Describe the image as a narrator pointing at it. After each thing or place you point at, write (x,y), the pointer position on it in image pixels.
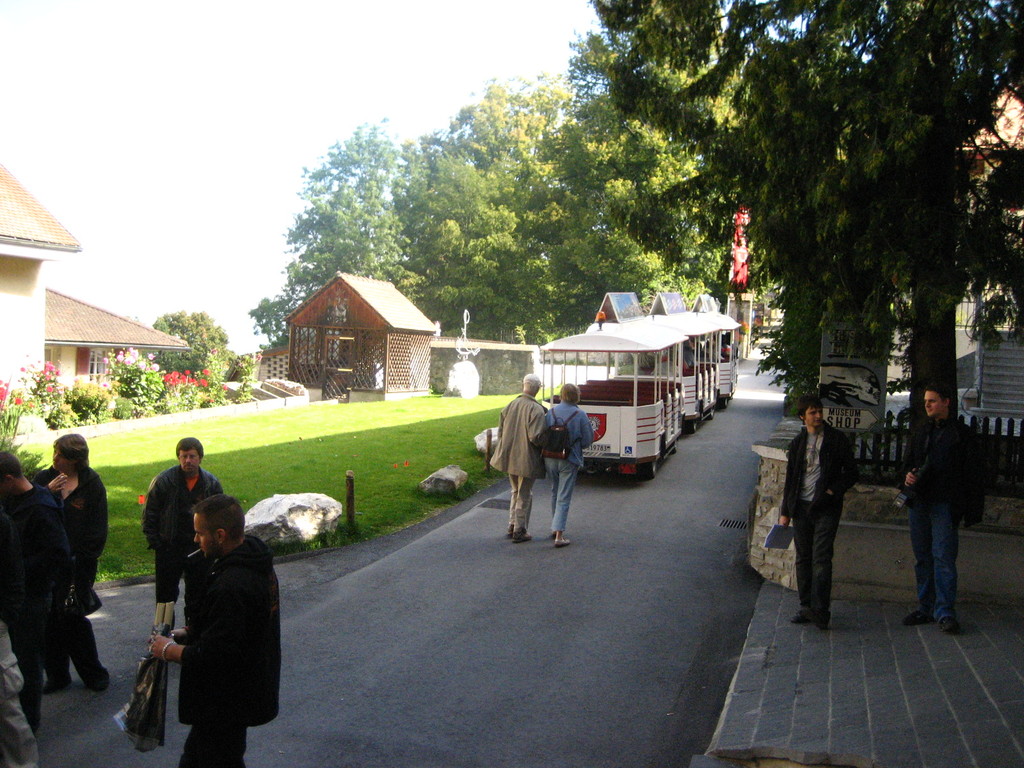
This is the picture of a place (499,446) where we have some vehicles (605,432) and some people (54,583) on the road (370,578) and around there are some houses (4,192), plants (489,303) and some grass (432,414) on the floor (159,470) and to the side there is a tree (641,9) and some people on the path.
